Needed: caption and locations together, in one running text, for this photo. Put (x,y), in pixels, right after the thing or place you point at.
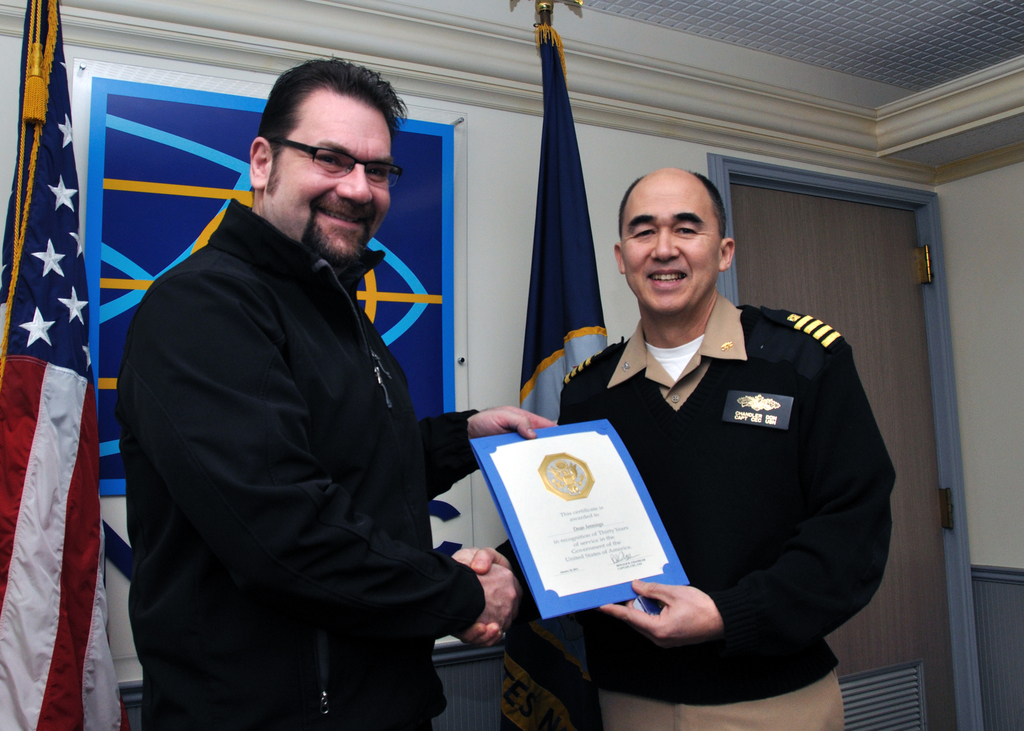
In this image we can see two persons (314,338) standing and holding a certificate (618,486) and also smiling. In the background (40,301) we can see the flags (555,196), door (832,246) and also the frame (233,164) attached to the plain wall (506,203). We can also see the ceiling (827,65).
